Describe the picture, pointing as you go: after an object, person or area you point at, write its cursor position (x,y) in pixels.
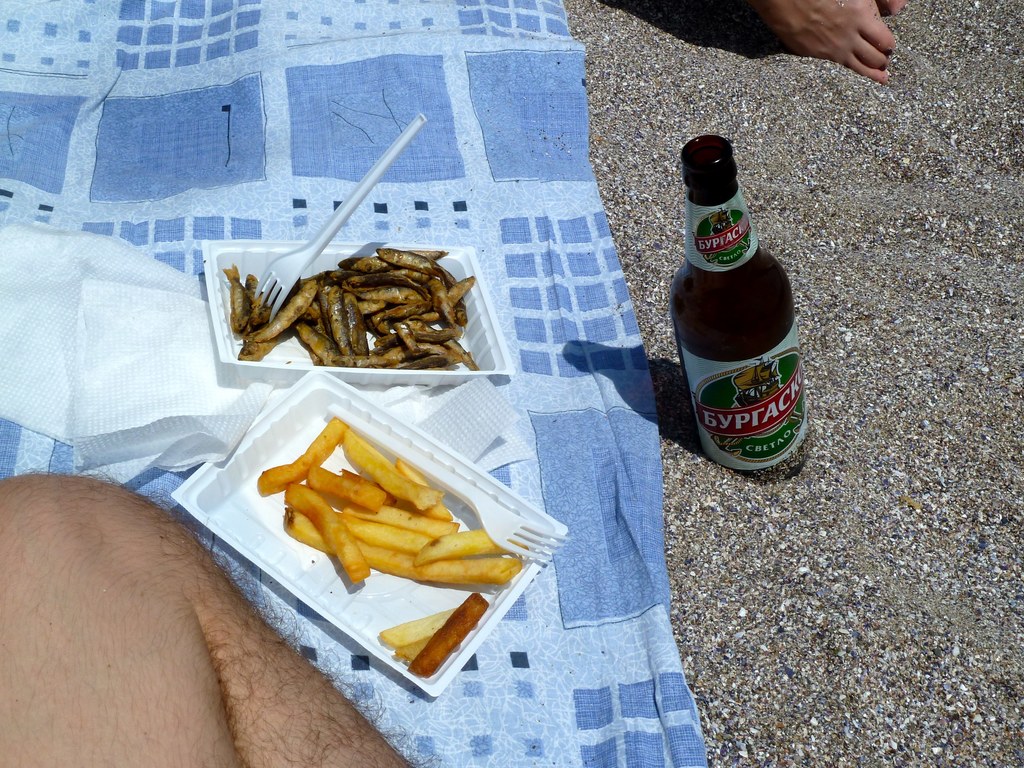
On the left side of this image (139,625) I can see a person's leg (214,686) on a cloth (598,559) which is placed on the ground (878,699). Beside the leg (270,633) there are two boxes (338,388) which consists of some snacks (343,328) and forks (506,540) and also there are few tissue papers (131,346). On the right side (714,278) there is a bottle (755,460) on the ground (841,468). At the top of the image (831,30) I can see a person's foot (835,37).
